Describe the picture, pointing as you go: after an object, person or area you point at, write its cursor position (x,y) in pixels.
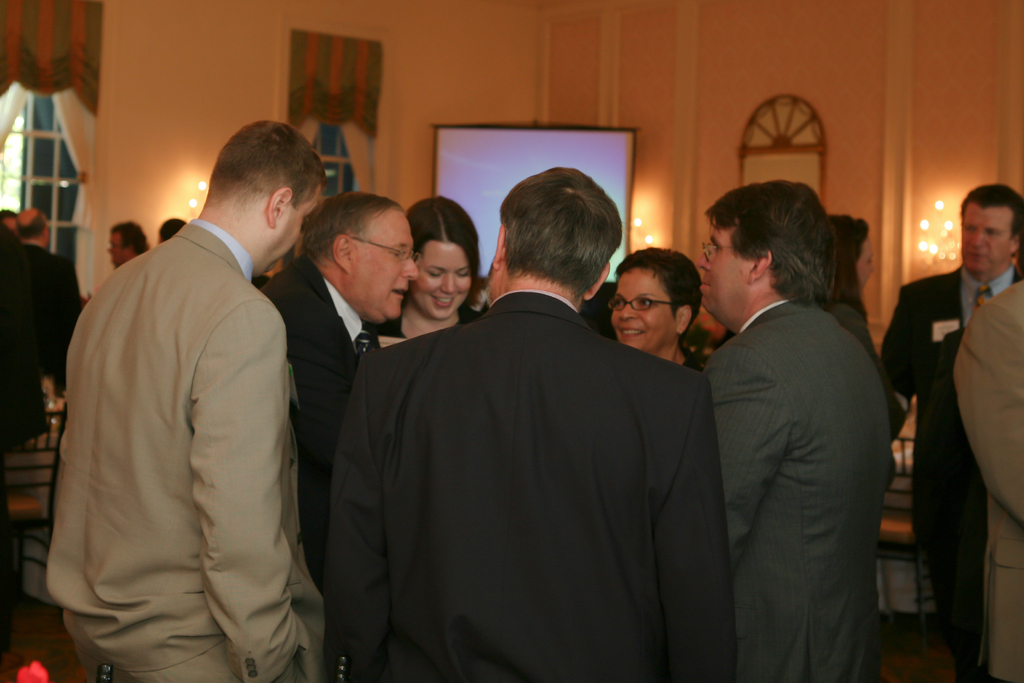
In this picture I can see the group of persons (493,489) who are smiling. On the right (933,401) there is a man (1004,210) who is wearing suit (957,349) and trouser (948,544). He is standing near to the chair (912,474). On the left (51,272) I can see another group of persons (64,256) were standing near to the window (69,233). In the background (580,130) I can see the projector screen (540,130) which is placed near to the wall (664,116), beside that I can see the lights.
